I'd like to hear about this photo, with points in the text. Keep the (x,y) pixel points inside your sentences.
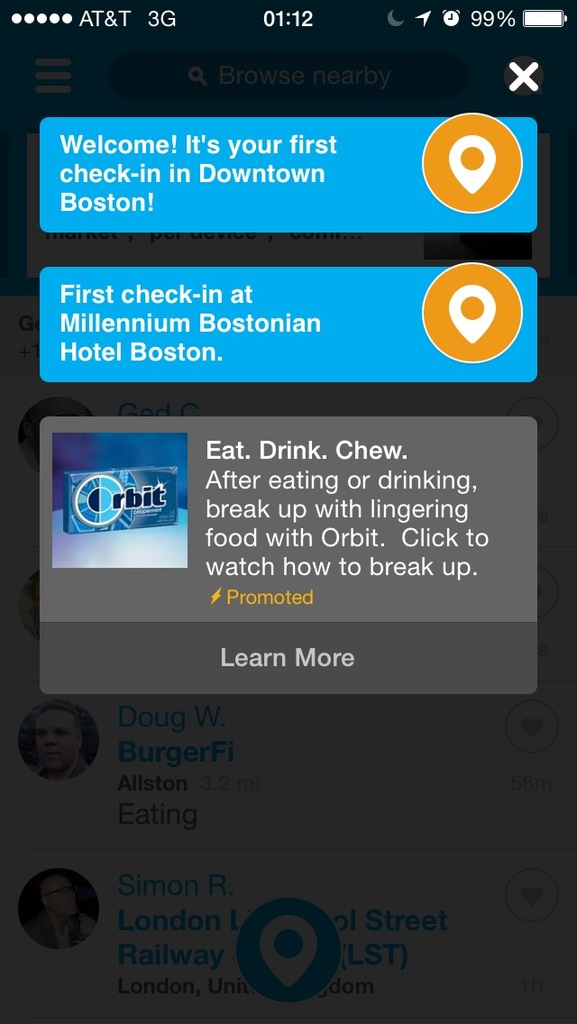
In this picture we can see a mobile screen (175,778), on this screen (288,846) we can see some text (214,306).
